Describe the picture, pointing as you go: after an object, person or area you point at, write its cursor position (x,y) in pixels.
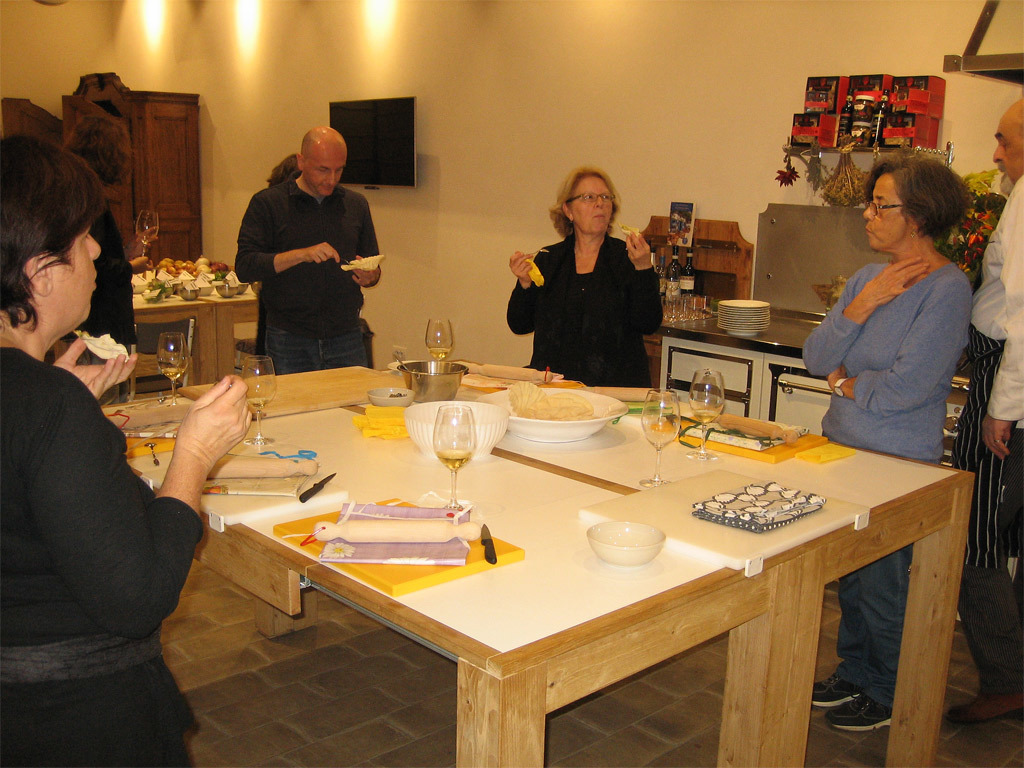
This is a picture consist of a inside view of an house (417,122) and there are the persons (927,330) stand around the table (506,457), on the table (525,452) there is a glass (474,447) and bowls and towels (439,562) and knife (485,536) kept on the table (371,484) and on the left corner (174,299) i can see a another table (189,309) there are some objects (189,277) kept on the table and there is a monitor (365,134) attached to the wall (433,111) on the middle corner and right side (790,380) there is a cup board (774,381) and a man (1011,307) stand on the right side (992,280) wearing a white color shirt (992,284).
